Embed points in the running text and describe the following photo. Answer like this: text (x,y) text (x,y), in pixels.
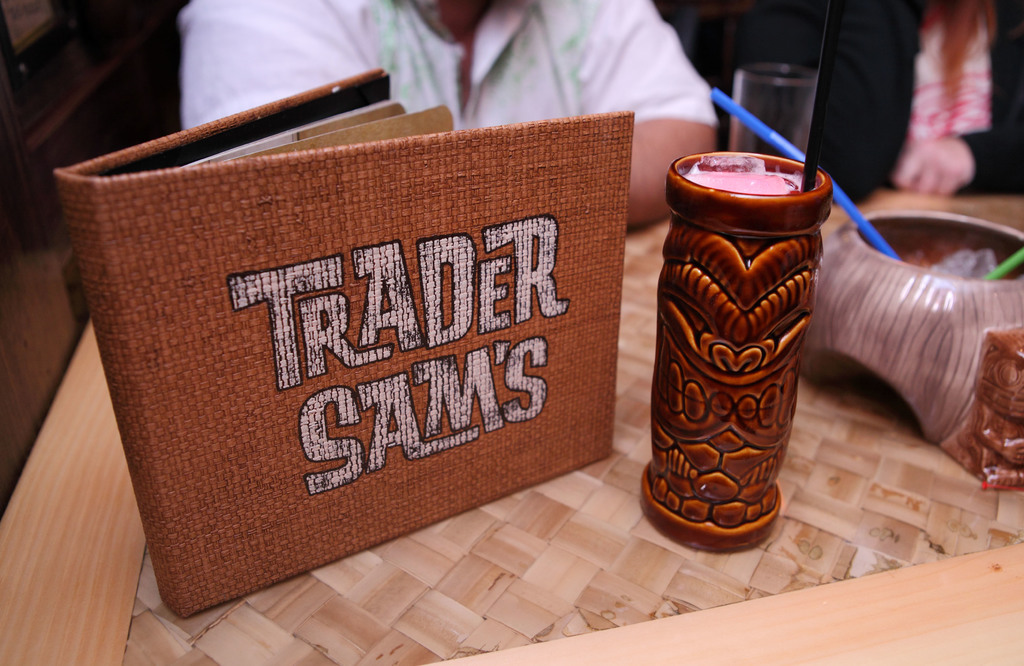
In this image there is a table (875,575) towards the bottom of the image (72,589), there are objects (502,314) on the table (1019,209), there are glasses (747,308), there is the drink (743,178) in the glass (750,196), there is a straw (855,217), there is a man (498,70) towards the top of the image (468,72), there is a woman (930,82) towards the top of the image (917,81).
